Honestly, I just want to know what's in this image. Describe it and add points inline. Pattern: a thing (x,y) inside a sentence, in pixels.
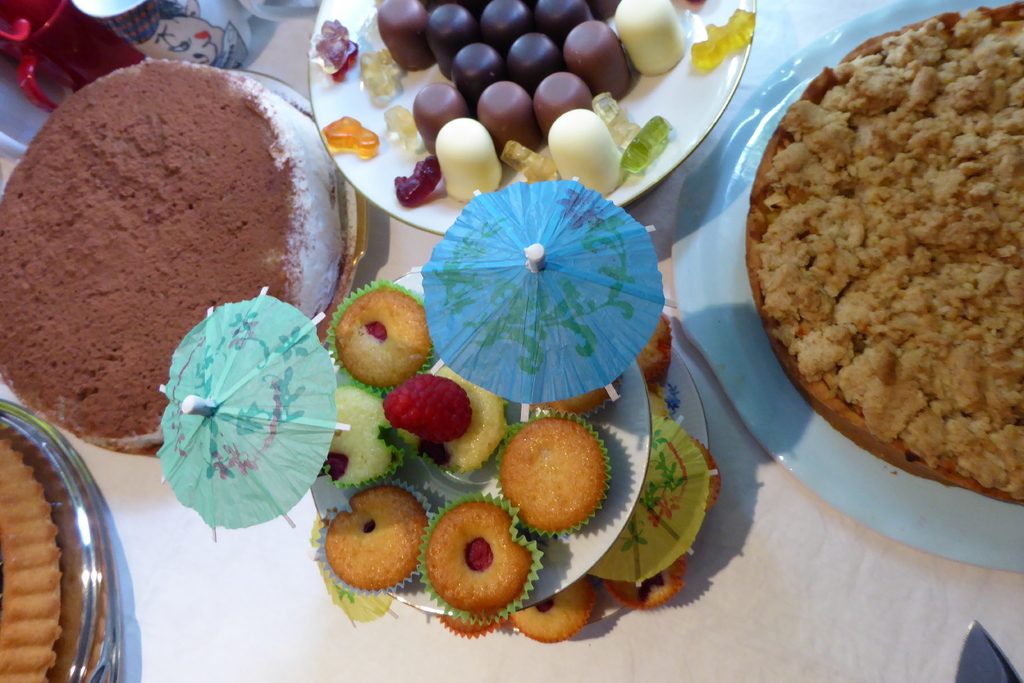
In this picture we can see there are plates (607,521), paper umbrellas (641,530) and on the plates (67,499) there are some food items (55,279). At the top left corner of the image (64,26), there are cups (126,26). At the bottom right corner of the image (971,665), there is an object (974,661).
